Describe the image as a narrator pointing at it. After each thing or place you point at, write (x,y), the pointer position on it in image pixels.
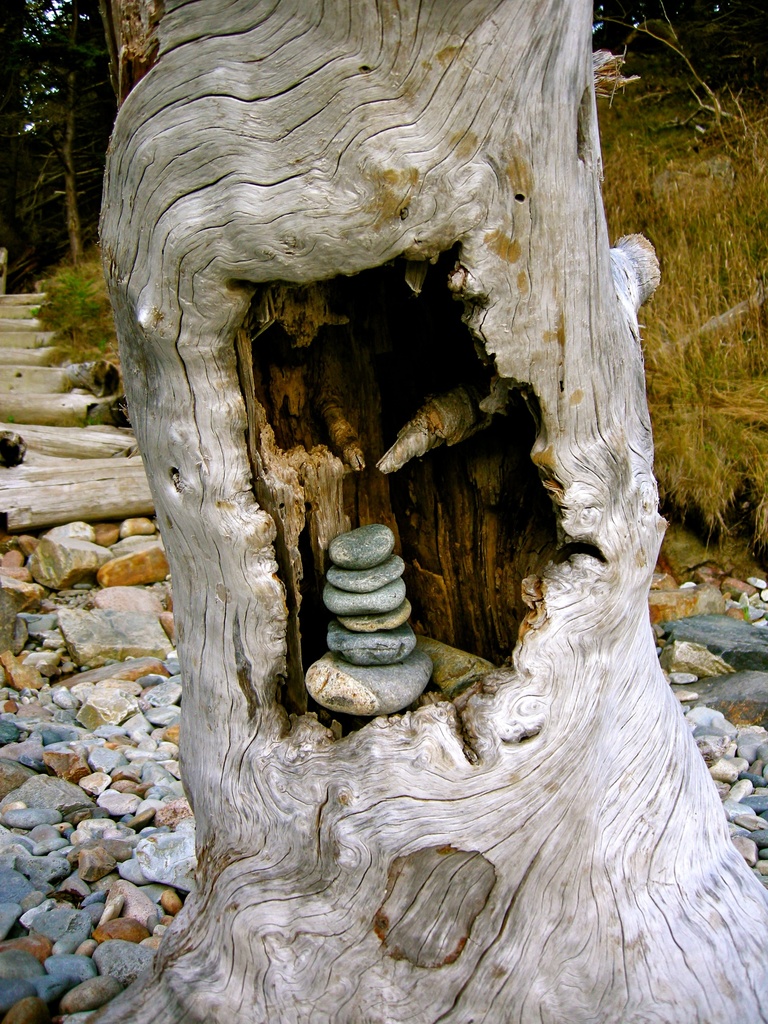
In this image we can see the hole (420,572) to the trunk (398,745) where stones (351,648) are kept. In the background (165,829), we can see a few more stones (752,811) on the ground (51,883), we can see steps (38,476), grass (98,277) and the trees (77,34).
